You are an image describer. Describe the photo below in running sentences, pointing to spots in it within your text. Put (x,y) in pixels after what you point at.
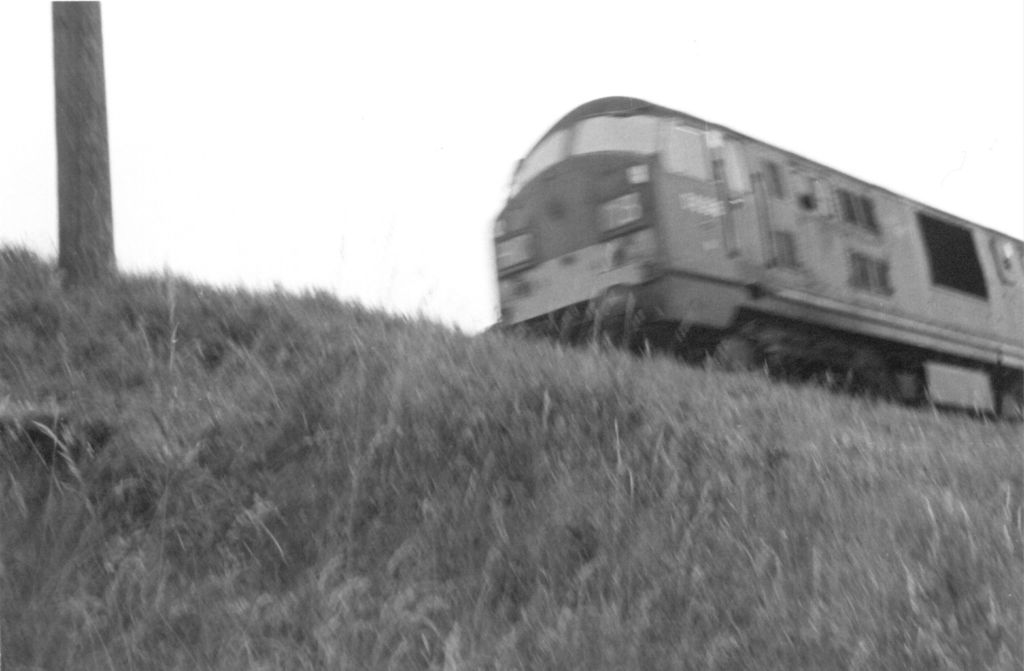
In the picture we can see a grass surface (702,500) with grass plants (641,498) on it and on the top of it, we can see some pole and beside it we can see a train (568,160).
